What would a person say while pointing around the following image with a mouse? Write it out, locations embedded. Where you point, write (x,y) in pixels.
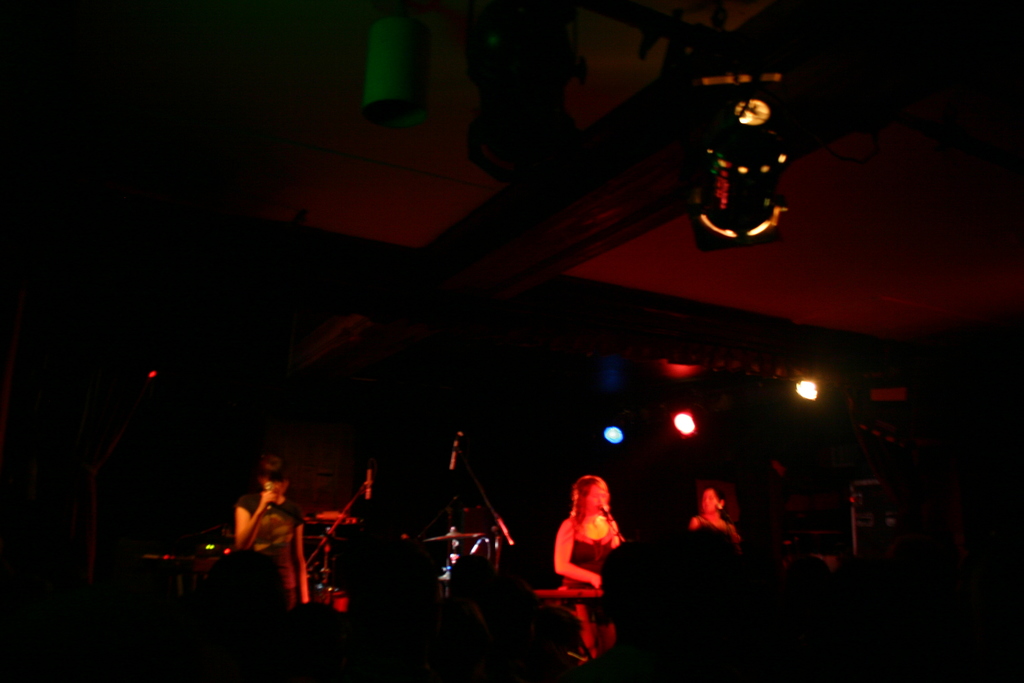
In this dark image, on the bottom (321,668), there are persons (681,620). In the background (598,521), there are persons (303,532) holding mics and we can also see lights (690,416) to the ceiling (433,76).
